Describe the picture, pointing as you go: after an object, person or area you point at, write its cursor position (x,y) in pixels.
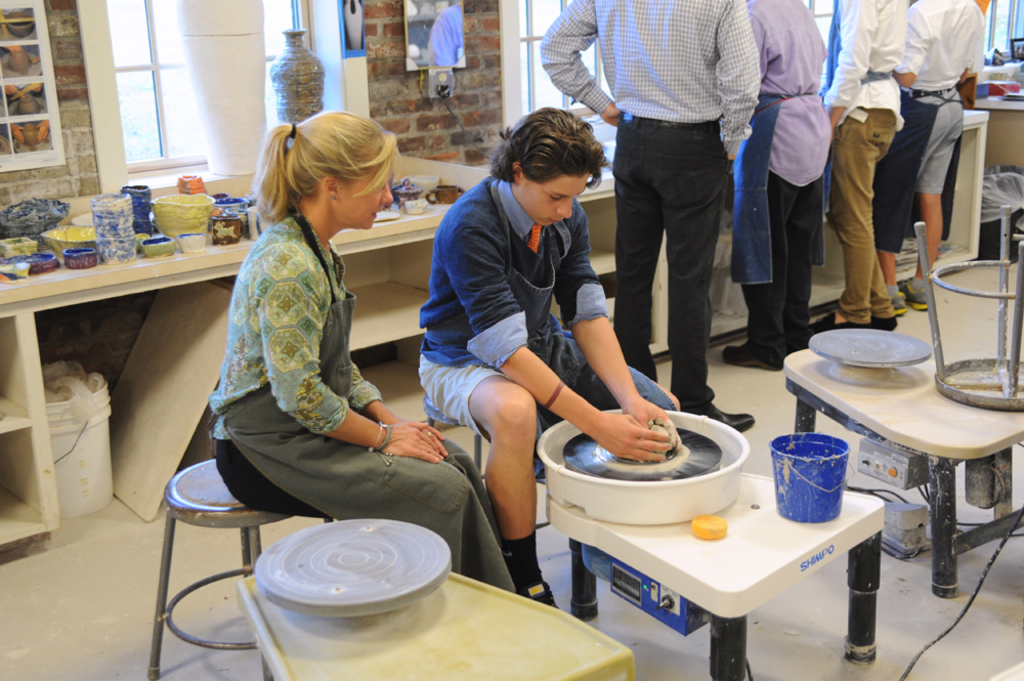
In this image i can see a group of people (635,235), among them two persons (351,329) are sitting on the stool (201,516). Behind these people (273,271) there is a table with few objects (155,225) on it and there is a window (160,99) and wall (406,89) of bricks (426,98). We can see there is a mirror (453,48). In Front of the image we can see some machines (928,411) and the second person (521,213) in the left side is operating it.
